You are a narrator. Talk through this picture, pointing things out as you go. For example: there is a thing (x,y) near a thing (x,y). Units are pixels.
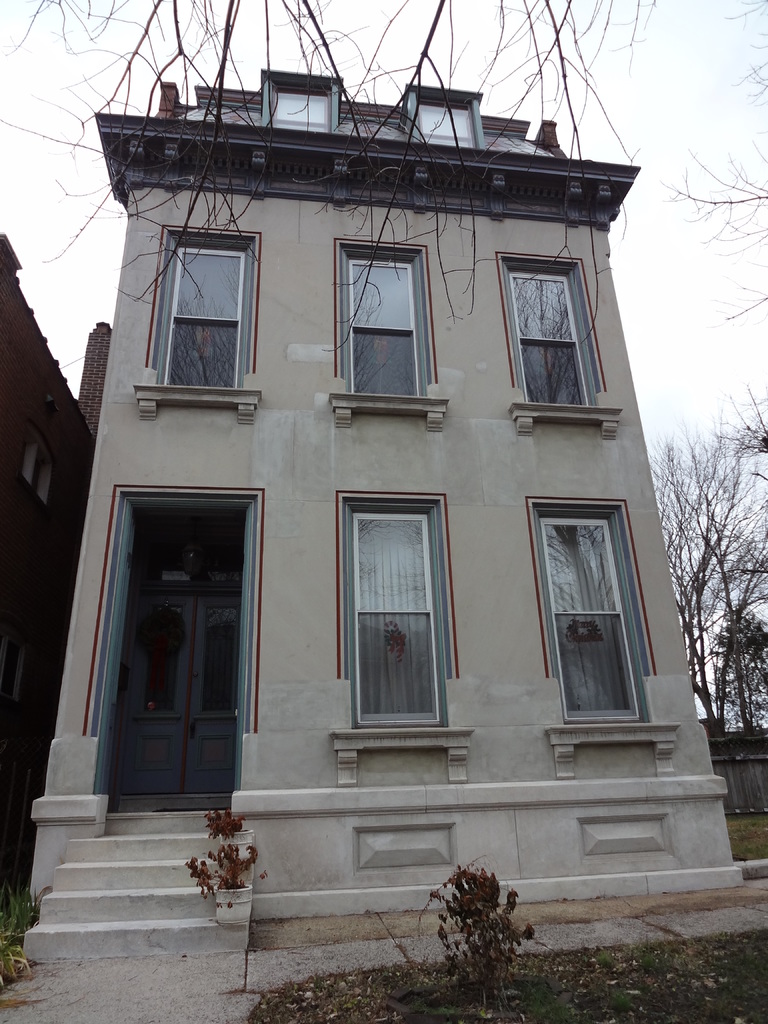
There is a building (286,593) in the middle of this image (361,593). There are some trees (730,510) in the background (758,638). There is a plant (464,968) at the bottom of this image (487,971).
